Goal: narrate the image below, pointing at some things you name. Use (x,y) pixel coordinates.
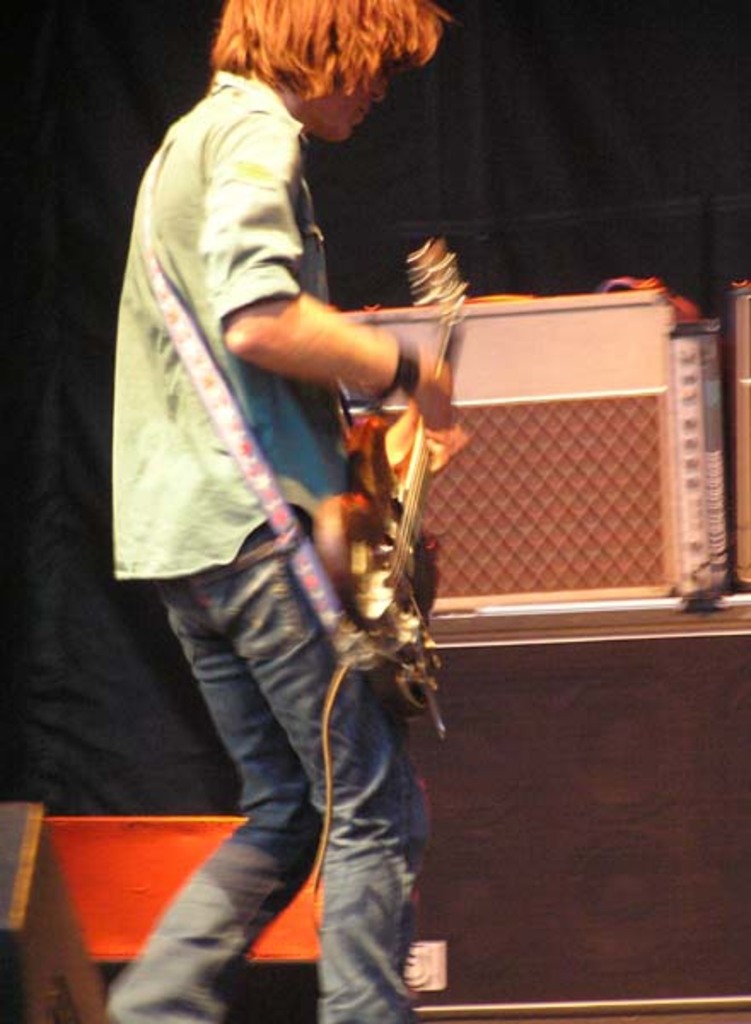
There is a man (293,801) standing on stage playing a guitar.
